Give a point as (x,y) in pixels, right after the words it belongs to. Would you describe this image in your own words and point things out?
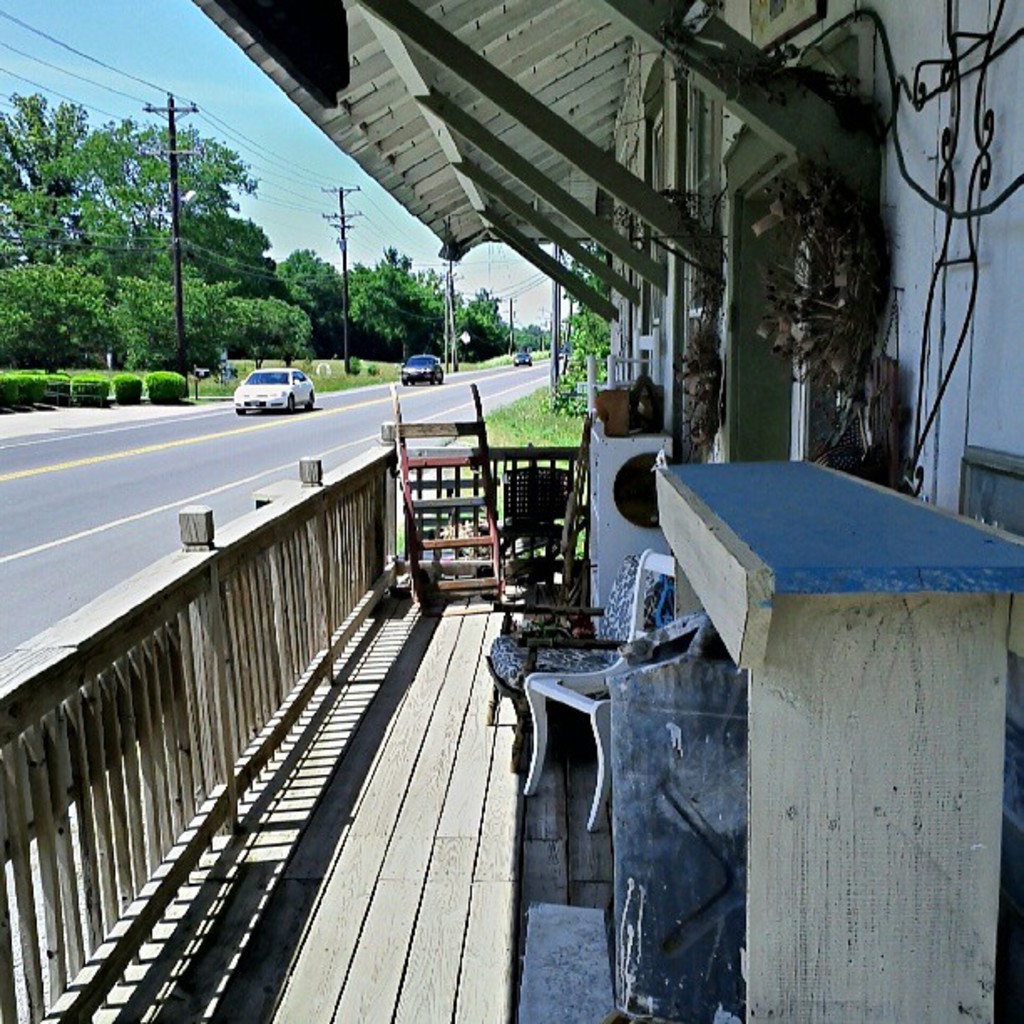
In this image I can see few chairs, wooden objects (404,502), railing (230,625), shed (379,132), wall (948,300) and few objects (720,301) around. I can see few trees (283,357), current poles (449,333), wires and few vehicles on the road (83,528). I can see the sky (317,165).
